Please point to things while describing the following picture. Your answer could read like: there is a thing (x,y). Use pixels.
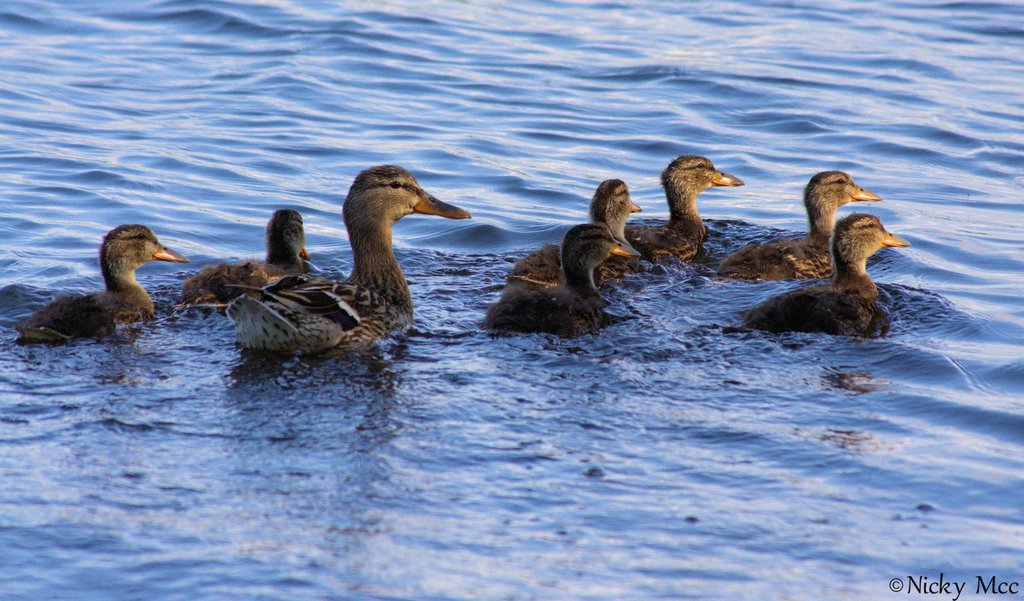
In the image we can see water (117,49), above the water (410,339) we can see some ducks (813,177).
